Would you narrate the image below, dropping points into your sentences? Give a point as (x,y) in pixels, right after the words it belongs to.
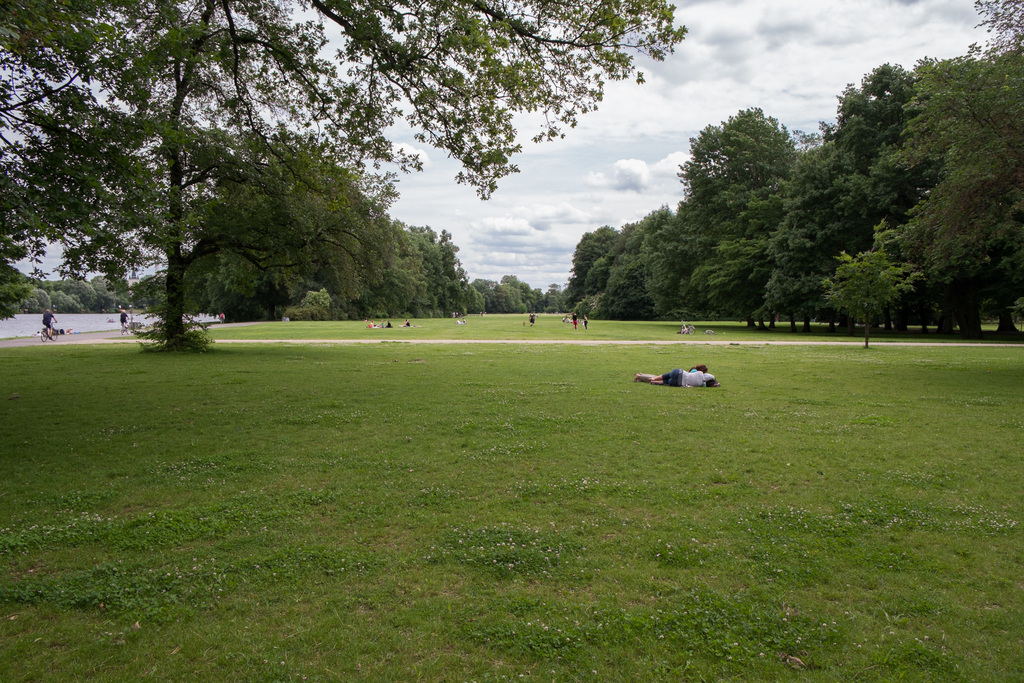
In this picture we can see group of people (654,376) on the grass (440,390), in the background (198,117) we can find few trees (331,287), water (20,319) and clouds (709,90), on the left side of the image (52,337) we can see a person (43,321) is riding bicycle (46,339).
